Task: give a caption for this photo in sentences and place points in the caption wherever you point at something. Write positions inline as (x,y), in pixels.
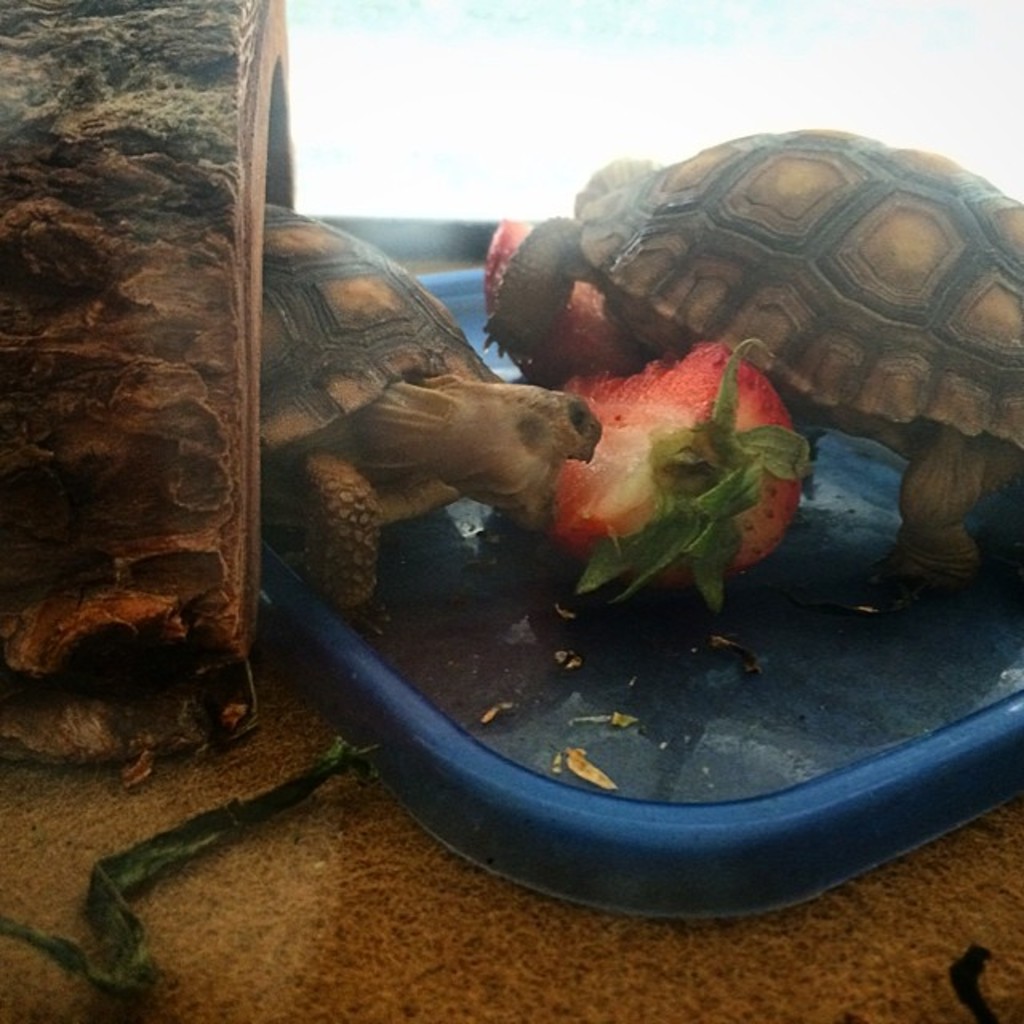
In this picture we can see there are two tortoises (824,369) on a blue object (954,780) and in between the tortoises (370,301) there is a fruit (638,485). On the left side of the tortoises (411,320) there is a wooden item (71,462).
